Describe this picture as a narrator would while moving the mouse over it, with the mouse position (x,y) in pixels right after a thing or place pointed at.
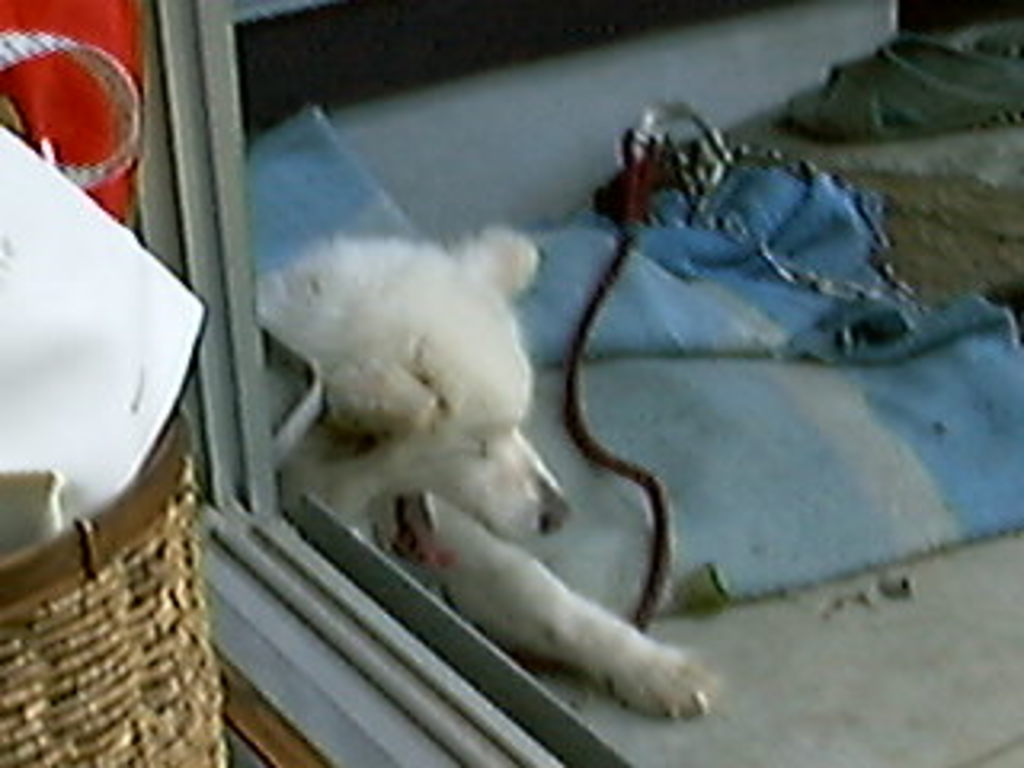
In this picture, we can see a dog (368,418), rope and a cloth (608,477) on the floor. On the left side of the image (158,568), it looks like a basket (51,576) and in the basket (48,562) there are some objects (67,509). At the top right corner of the image (778,116), there is a slipper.
